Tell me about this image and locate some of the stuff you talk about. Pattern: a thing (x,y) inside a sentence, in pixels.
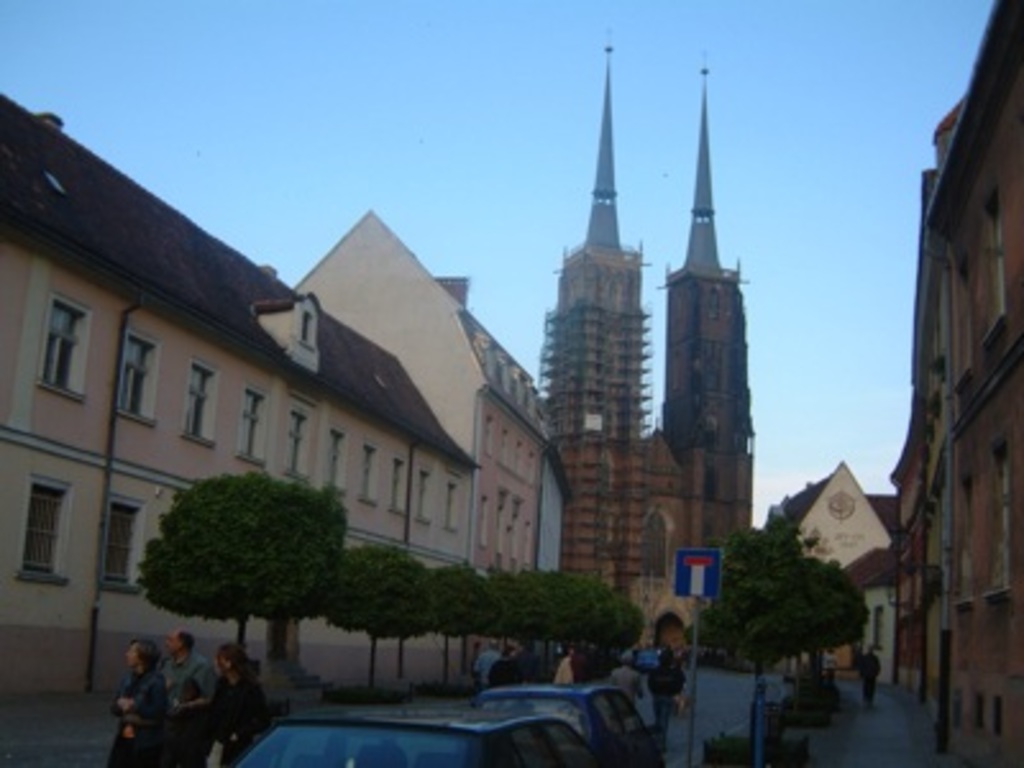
In the center of the image (494,422) buildings (573,451) are there. At the bottom of the image (544,681) we can see some persons (676,673), cars (498,760), trees (711,625), boards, road (722,688) are there. At the top of the image (843,122) sky (801,441) is present.
